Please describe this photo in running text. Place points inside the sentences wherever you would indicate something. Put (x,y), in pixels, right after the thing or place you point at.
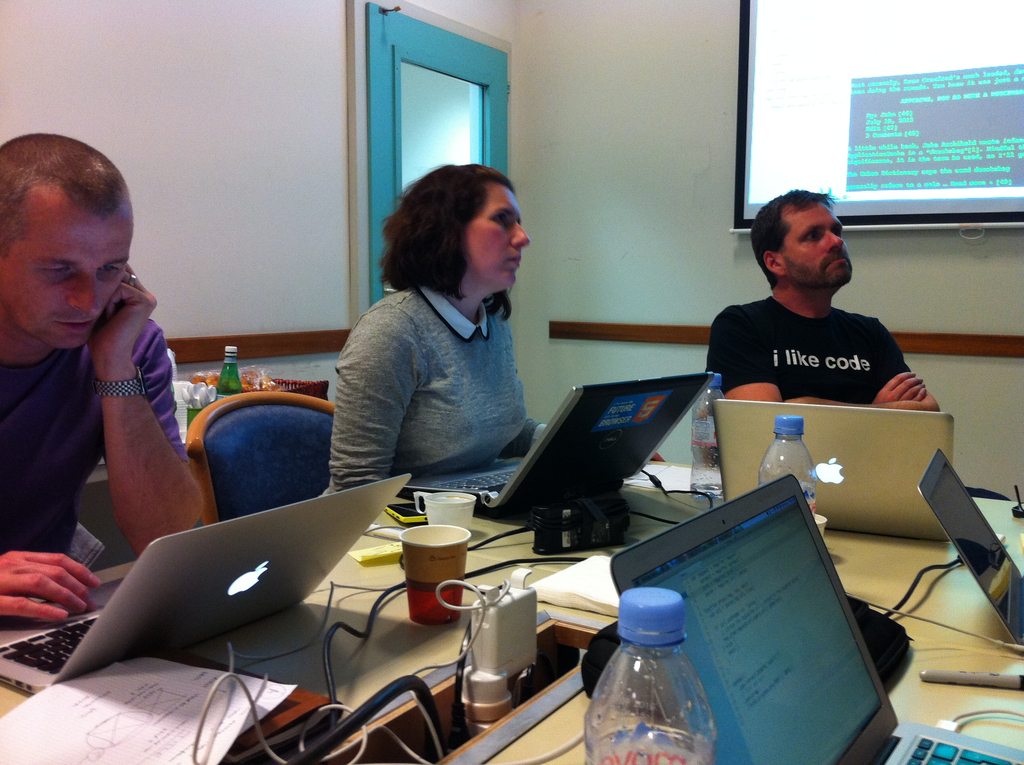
In this image I can see people (792,340) are sitting on chairs (314,422). In-front of them there is a table (888,600), on the table (893,577) there are laptops (758,515), bottles (663,702), cup (436,574), papers (565,592) and objects (423,695). In the background of the image (514,142) there is a bottle (229,364), basket (314,381), walls (595,96), door (420,98), screen (945,56) and objects (209,392). Something is written on the screen (850,121).
